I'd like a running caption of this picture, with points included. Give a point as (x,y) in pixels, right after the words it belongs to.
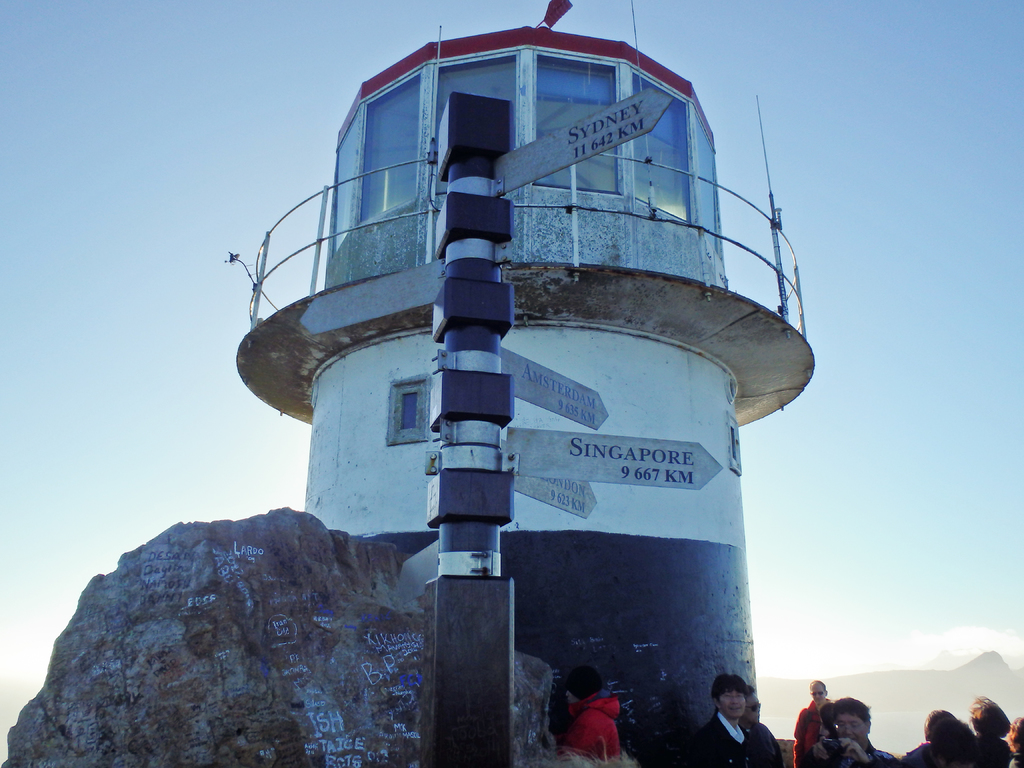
In the middle of the image (492,278) there is a pole (505,402) with sign boards (541,379). Behind the pole (480,289) there is a tower (720,319) with railing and windows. Beside the tower (650,398) there is a rock (189,639) with few names (173,555) on it. At the bottom of the image (781,752) there are few people (845,719). And in the background (275,302) there is a sky (931,336).
